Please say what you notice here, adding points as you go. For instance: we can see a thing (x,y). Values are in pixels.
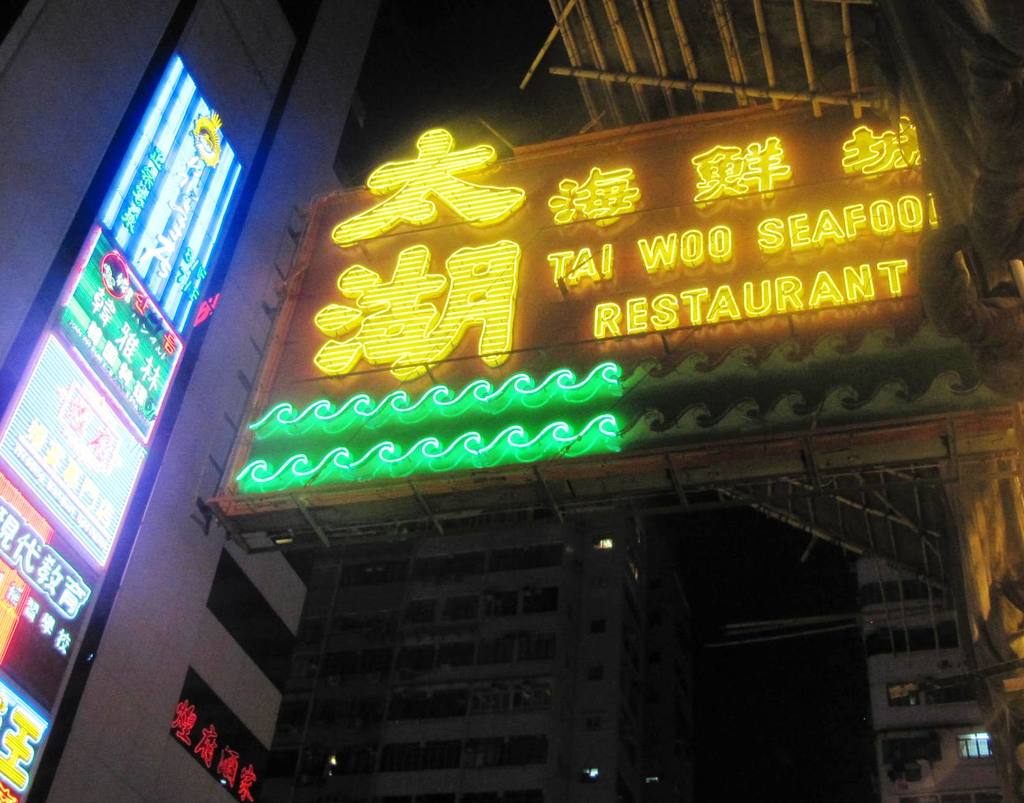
In the picture we can see a restaurant board (474,454) which is attached to the building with lights (22,761) and behind it we can see some building (663,744) with windows (474,698).
